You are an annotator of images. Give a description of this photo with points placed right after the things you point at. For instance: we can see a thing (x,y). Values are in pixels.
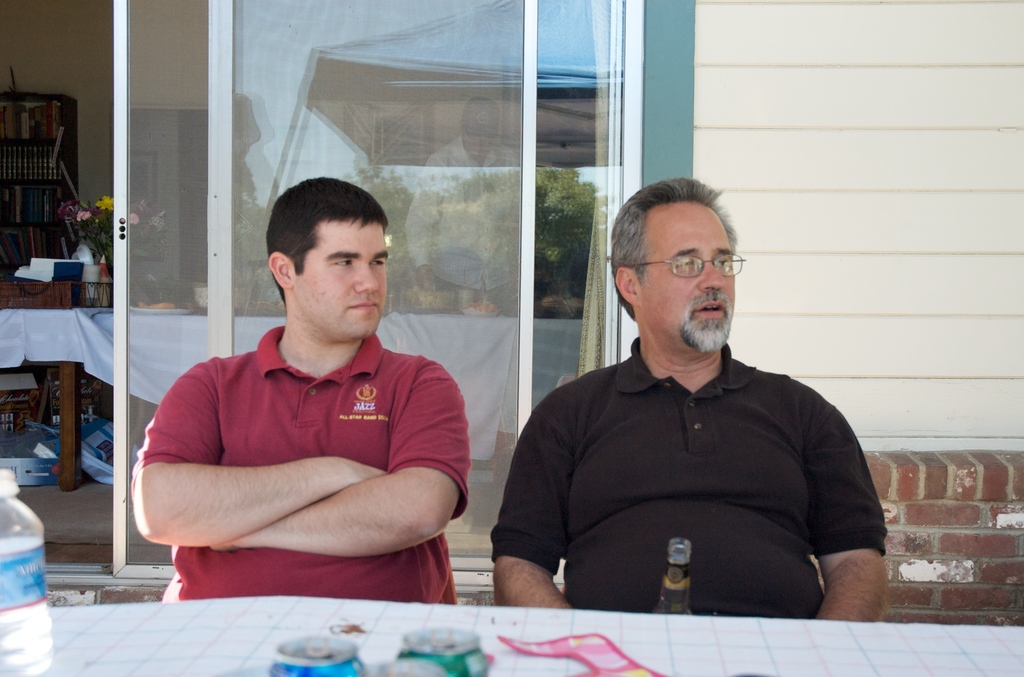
In the picture there are two men (365,405) sat in front of table (745,636), the table (503,675) has soft drink can (348,650) and water bottle (42,616) on it and at background (507,172) there are glass sliding door (322,154) and inside the door (501,120) it looks like living room (82,199) with racks (46,182).
